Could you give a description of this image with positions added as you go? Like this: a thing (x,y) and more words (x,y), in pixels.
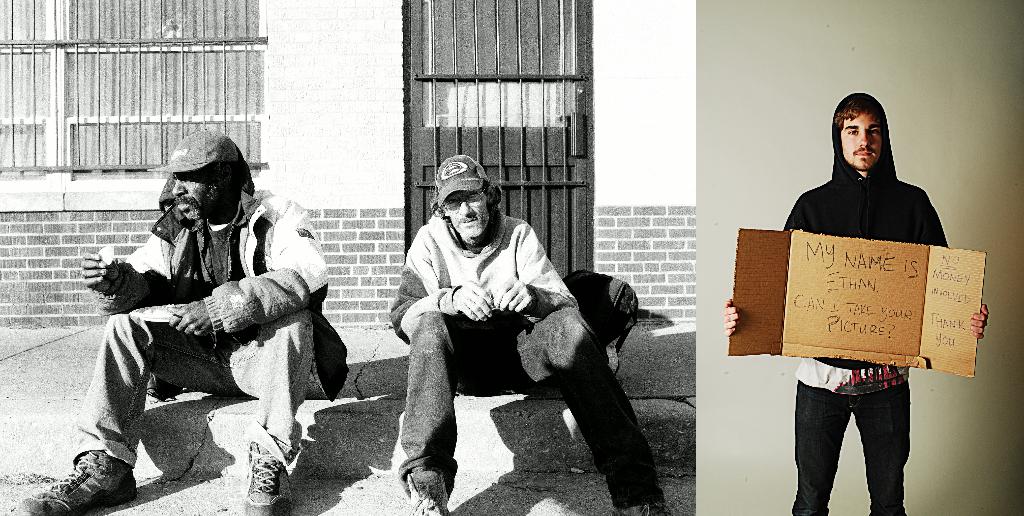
In this image we can see collage of two pictures. In which we can see three persons (439,298). Two persons (499,302) are sitting on the floor (514,382). One person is holding a plate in his hand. One person (868,140) is holding a board (854,335) in his hands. In the background (617,314) we can see a bag (619,327) placed on the ground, a building (570,127) with window (130,79) and a door (551,130).
